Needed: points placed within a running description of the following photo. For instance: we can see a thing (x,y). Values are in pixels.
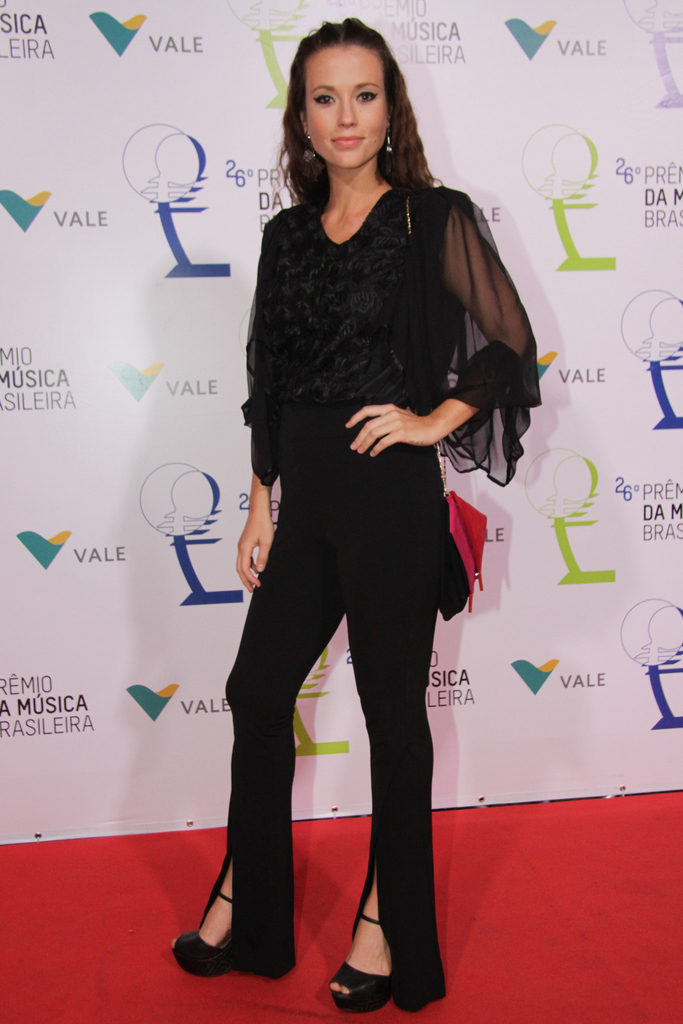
In the image we can see a woman (384,461) standing, wearing clothes (357,551), sandals (389,985), earrings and she is smiling. Here we can see red carpet (559,907) and behind her there is a poster (131,396) and text (4,704) on it.
